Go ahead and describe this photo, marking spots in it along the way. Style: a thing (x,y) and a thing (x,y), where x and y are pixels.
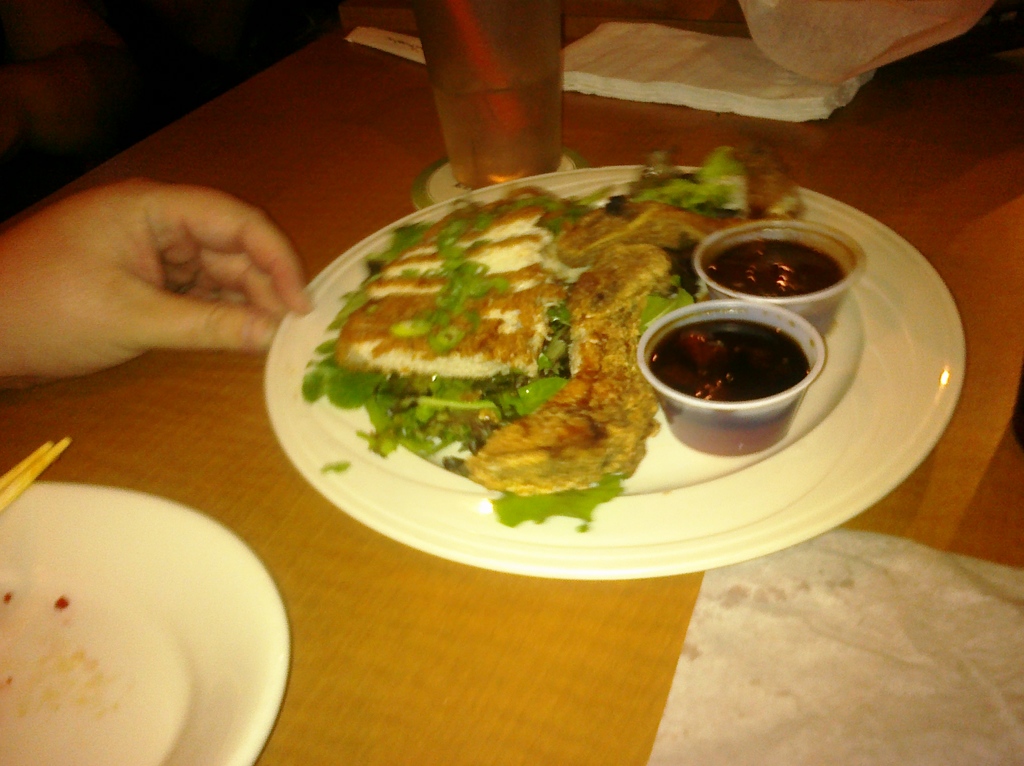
In the foreground of this image (823,626), there is a tissue (806,687), a platter (146,657), chop sticks (34,467), a platter (642,512) with food (617,344), two cups (649,360), a glass (505,113) and a hand (157,263) of a person (157,245). At the top (779,77), there are tissues (636,35).
